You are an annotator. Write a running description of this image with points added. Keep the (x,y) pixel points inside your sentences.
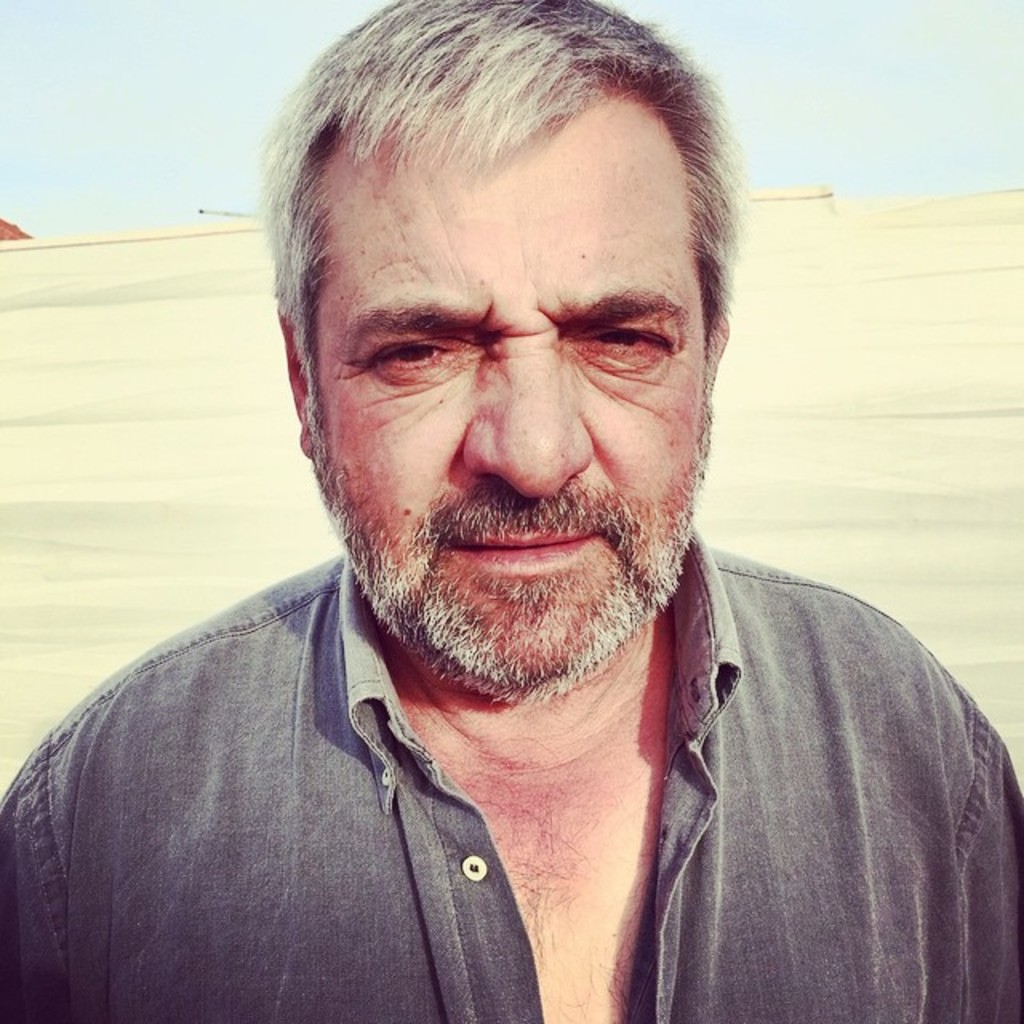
This image is taken outdoors. In the background (100,472) there is a white sheet (162,385). At the top of the image (175,83) there is a sky (912,63) In the middle of the image (501,617) there is a man (395,636).
